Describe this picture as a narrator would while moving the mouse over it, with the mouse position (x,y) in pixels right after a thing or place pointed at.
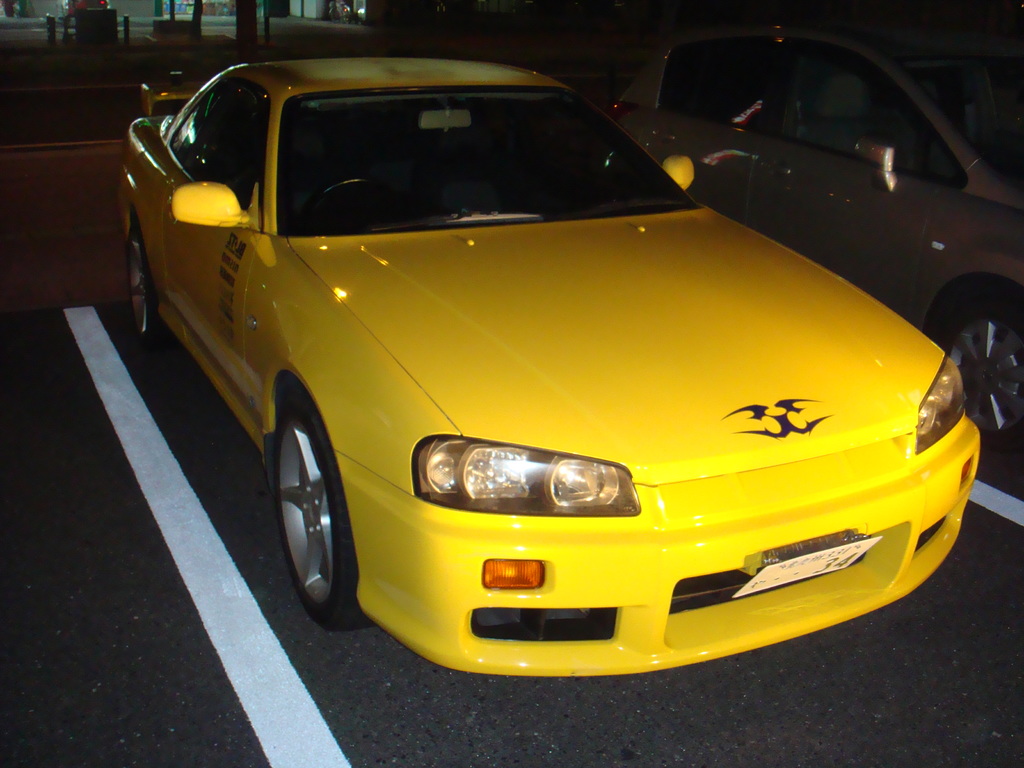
In this image I can see a car (522,610) and the car (553,546) is in yellow color. Background (296,13) I can see few poles (199,19) and stalls (280,13), right I can also see the other car (882,196).
